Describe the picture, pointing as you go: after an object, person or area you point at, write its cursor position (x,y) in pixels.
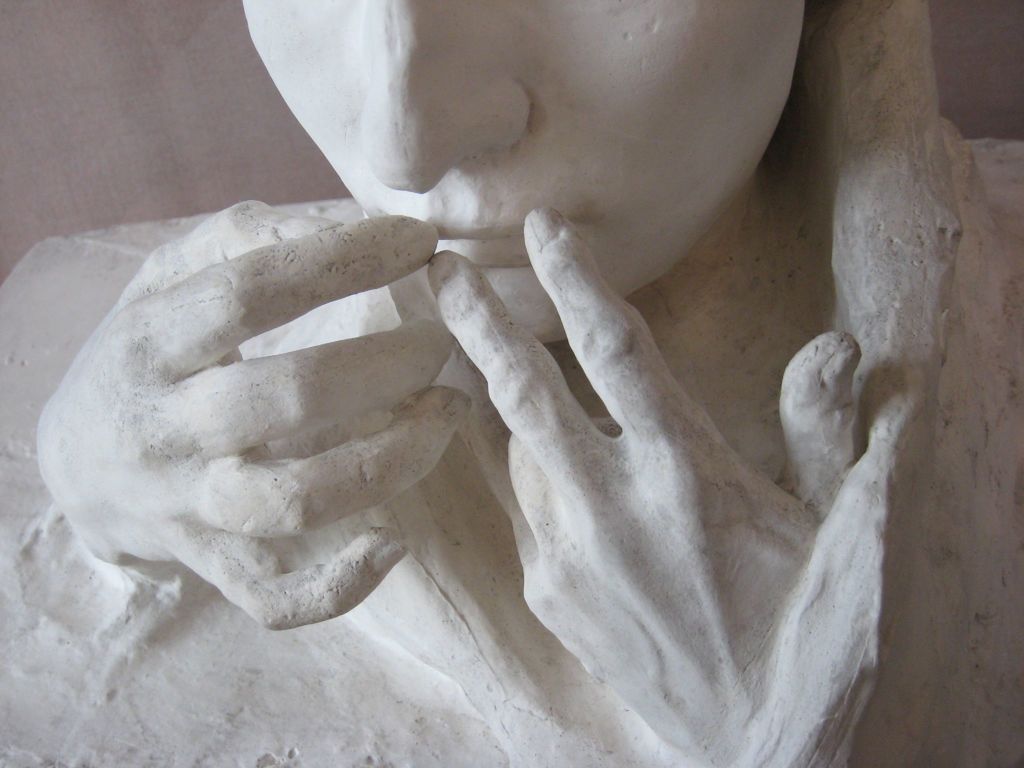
In this picture we can see a sculpture (787,475) which is truncated.
